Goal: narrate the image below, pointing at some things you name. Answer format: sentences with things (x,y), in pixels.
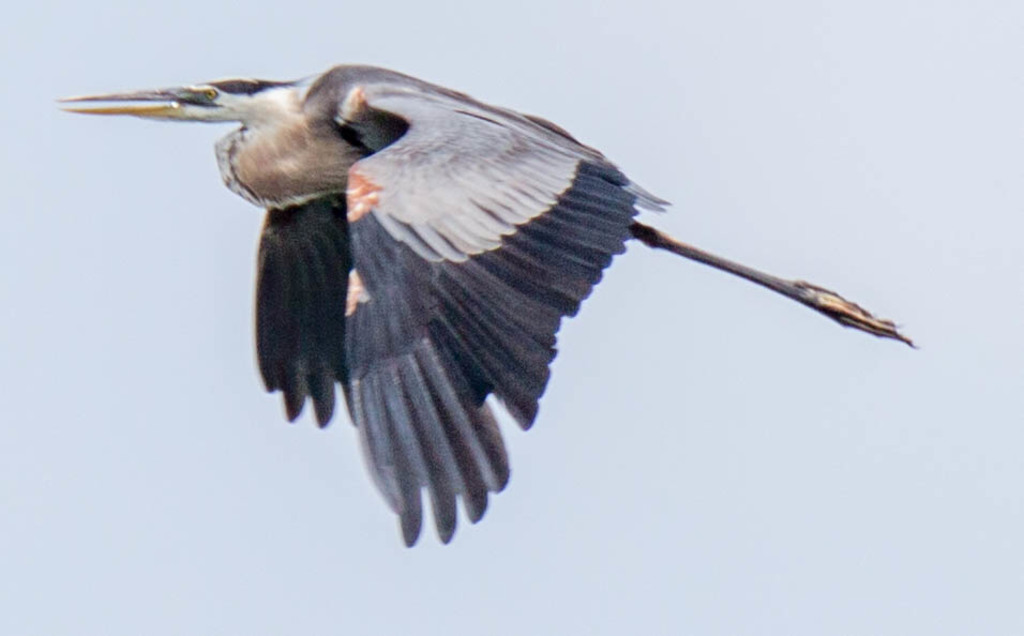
In this image we can see a bird (389,234) flying in the sky (588,361). The sky (575,350) looks cloudy.
